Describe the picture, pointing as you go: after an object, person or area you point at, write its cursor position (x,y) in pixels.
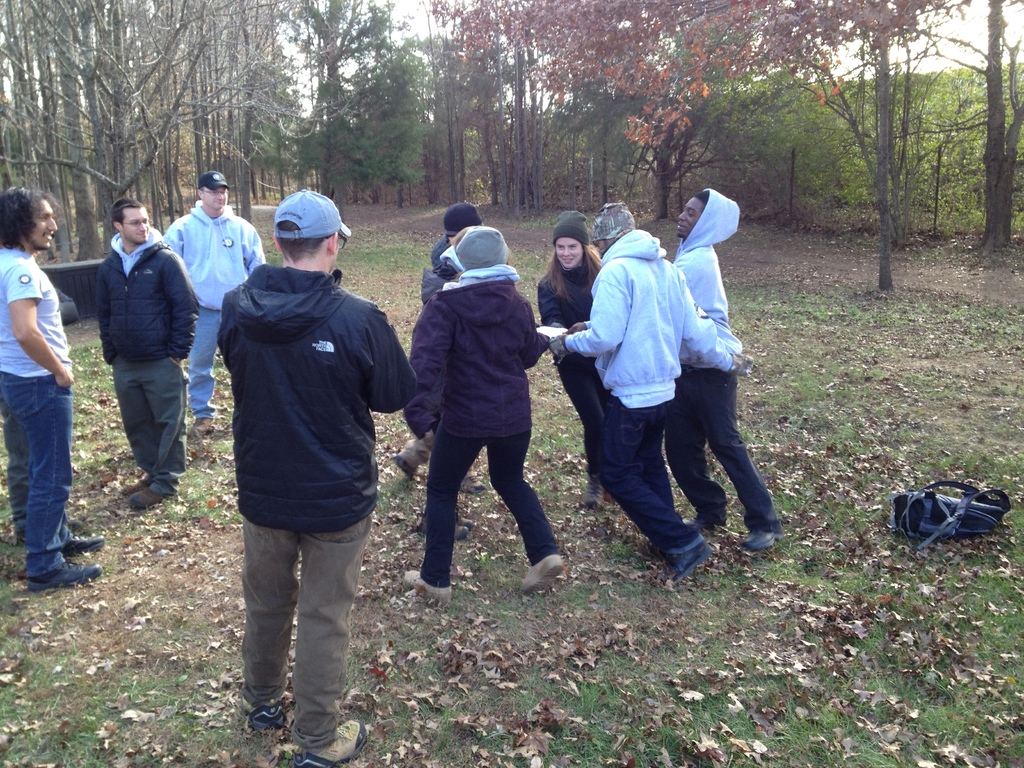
In the background (605,52) we can see trees (487,75). Here we can see people (286,484). This is a backpack (944,538). We can see grass (749,655) and dried leaves (692,697).
